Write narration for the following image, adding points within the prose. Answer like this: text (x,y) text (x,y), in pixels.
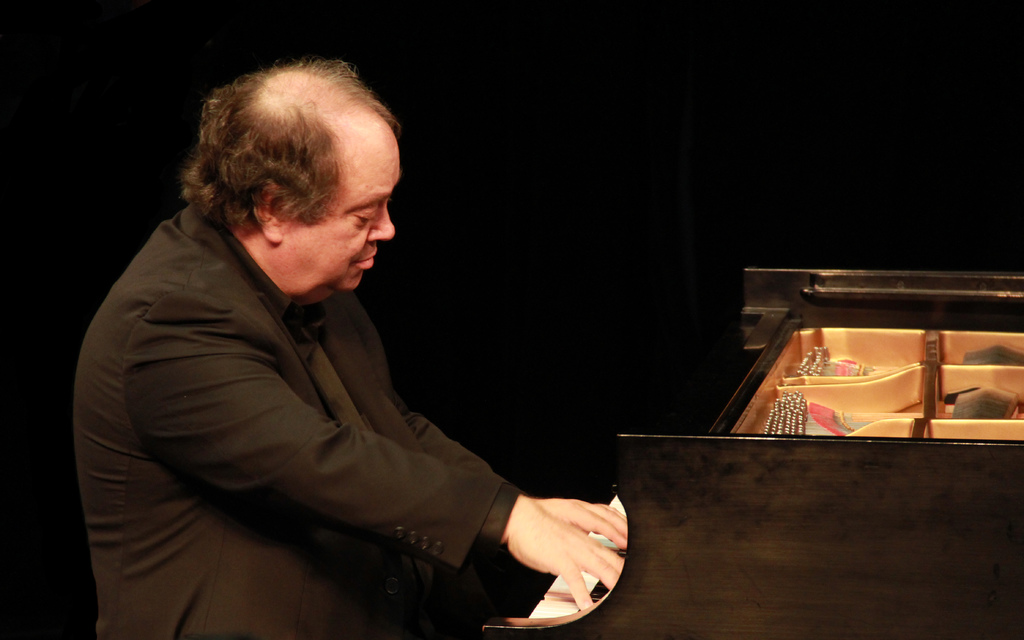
In this picture there is a man (368,504) at the left side of the image (182,199), he is playing the piano (971,312) which is placed at the right side of the image (704,616) and the color of the background (829,129) is black.
